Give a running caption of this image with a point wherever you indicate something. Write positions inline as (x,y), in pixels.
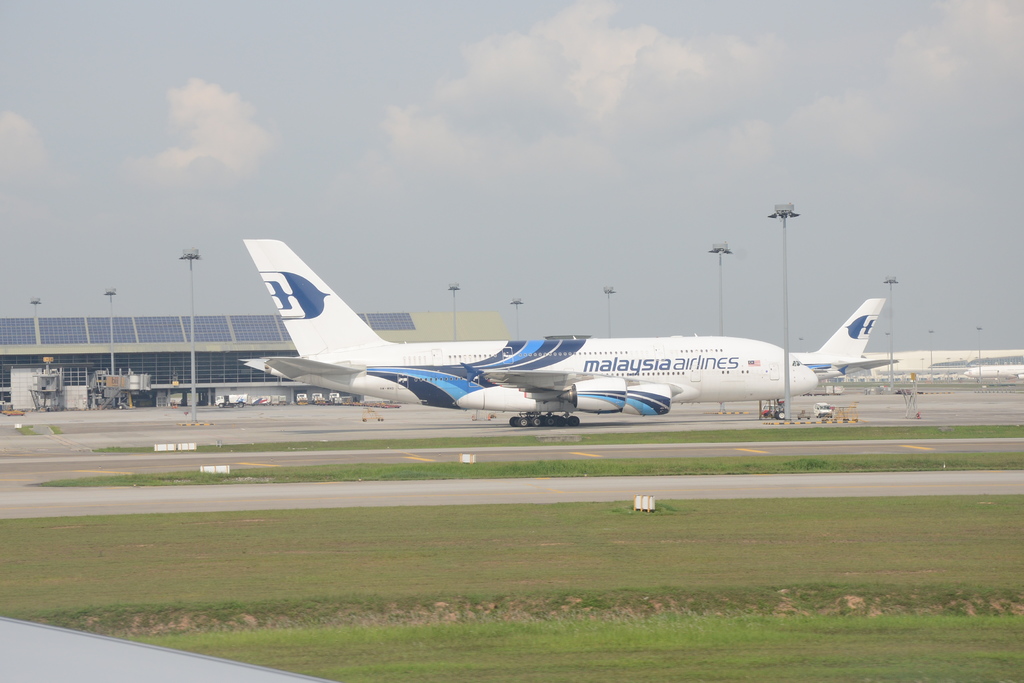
There is an aeroplane (552,381) on the road (301,429). Here we can see poles (39,302), vehicles (298,400), shed (90,344), and grass (761,457). In the background (862,128) there is sky (619,196) with clouds (616,123).
